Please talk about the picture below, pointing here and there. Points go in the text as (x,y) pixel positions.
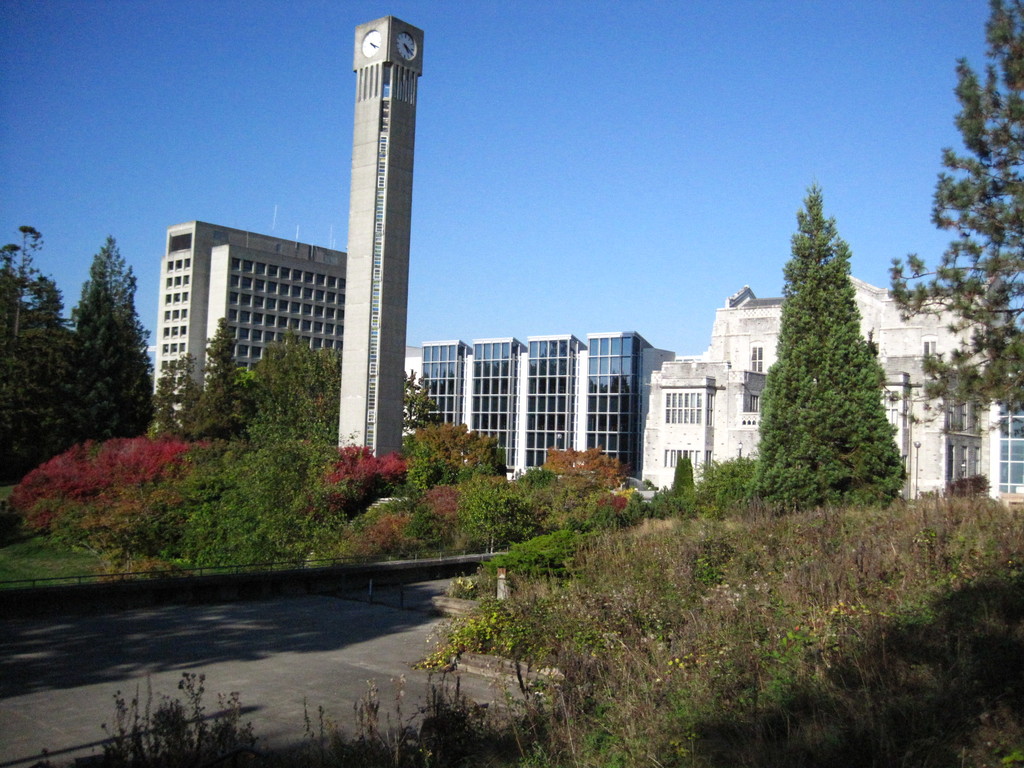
In the foreground of this image (412,684), there is pavement (323,666) and on either side there is greenery (797,638). In the background (502,382), there are buildings (262,328) and a tower (387,192). At the top (574,63), there is the sky (565,83).
